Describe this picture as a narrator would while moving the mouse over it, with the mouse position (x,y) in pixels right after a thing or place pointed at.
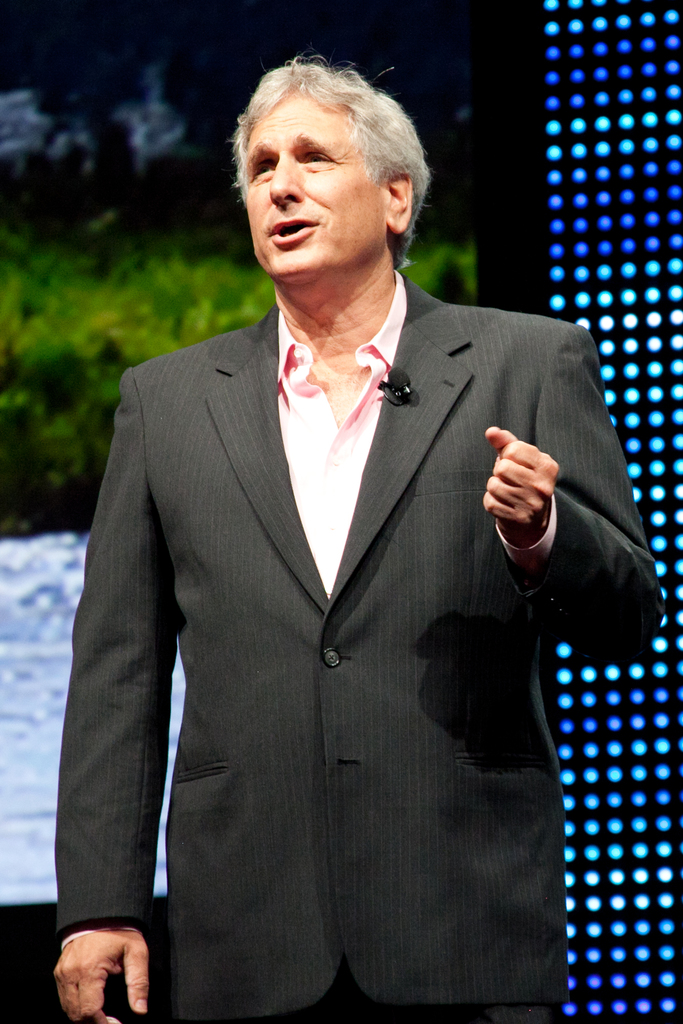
In this image in front (188,619) there is a person (271,382). Behind him there is a screen (47,399). On the right side of the image (559,308) there are lights (652,239).
